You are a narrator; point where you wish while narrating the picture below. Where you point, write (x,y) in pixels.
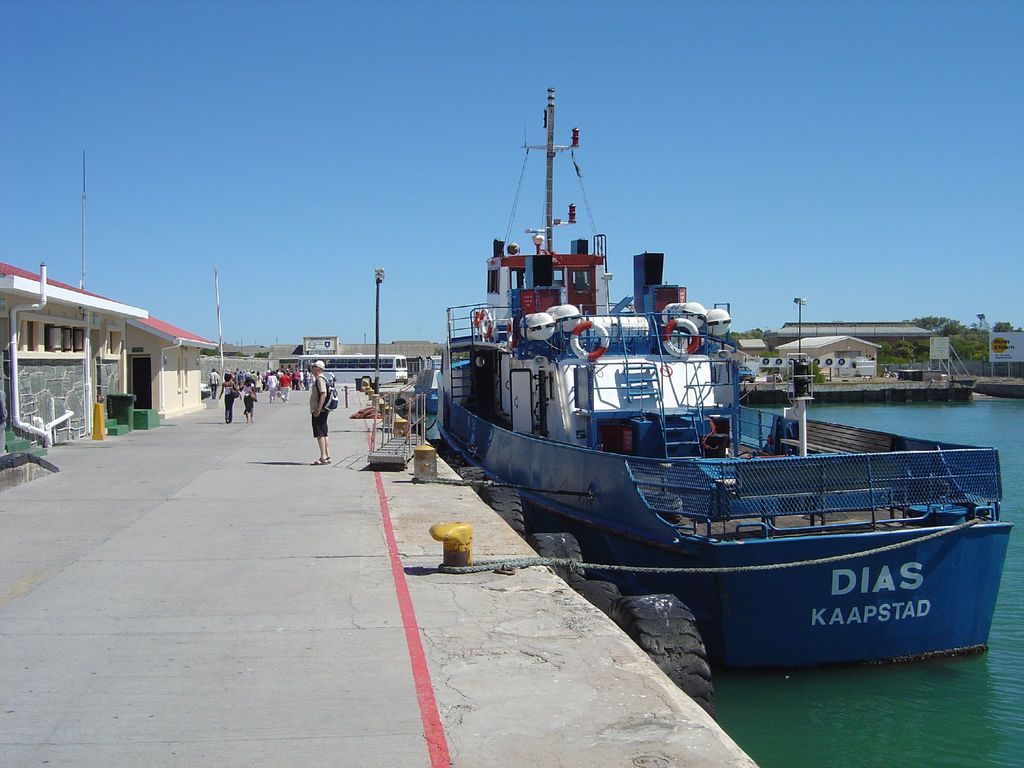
In the picture we can see a path (674,705) near the water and in the water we can see a boat (926,451) which is blue in color with some poles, railing (709,497) and steps (632,386) to it and on the path (420,533) we can see some people (252,381) are standing and some are walking and in the background (190,319) we can see some houses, trees (943,318) and sky (970,225).
